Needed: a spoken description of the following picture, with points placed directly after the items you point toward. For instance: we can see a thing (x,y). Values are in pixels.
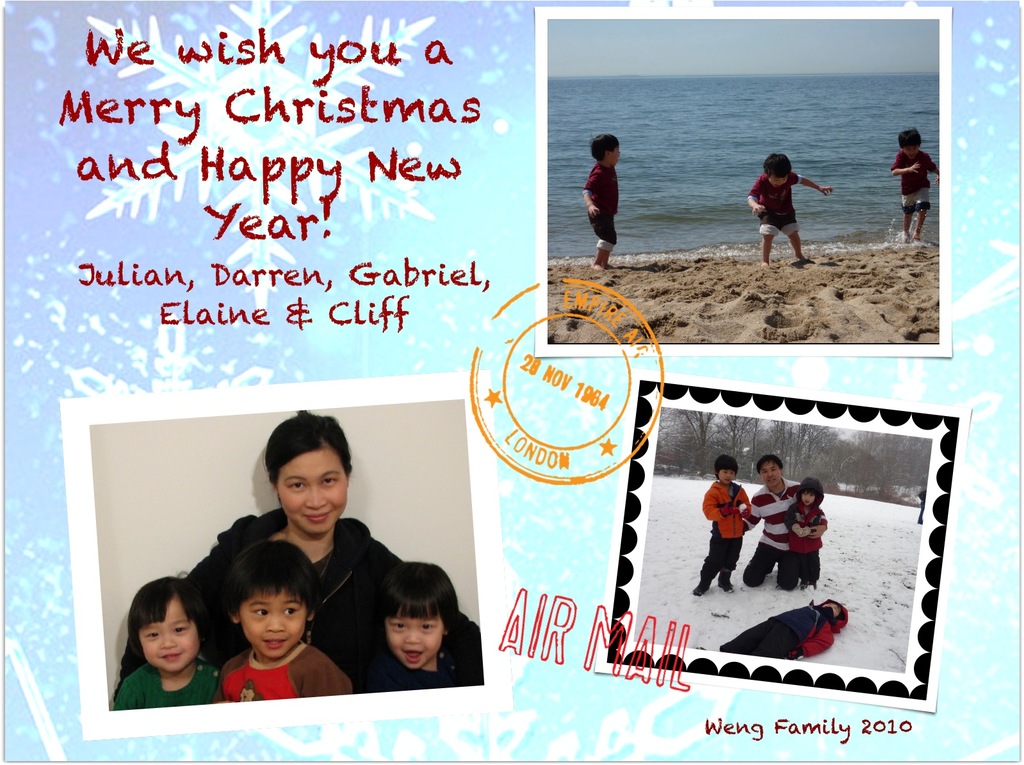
This is a poster and in this poster we can see three pictures (842,243) and some text (407,308) and in pictures (635,219) we can see a group of people (824,186), water (829,214), sand (797,281), snow (860,502), trees (857,439).
